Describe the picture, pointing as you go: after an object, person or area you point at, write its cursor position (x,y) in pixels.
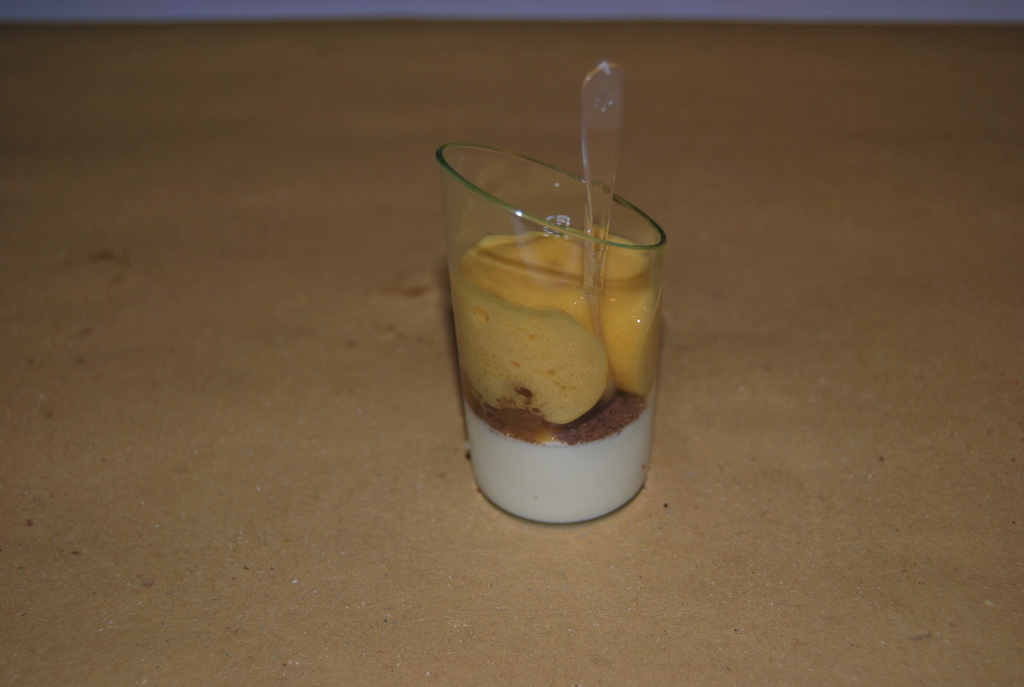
In this image I can see a glass (511,499) and in it I can see few things (520,380) which are of yellow and white colour. I can also see a spoon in it.
